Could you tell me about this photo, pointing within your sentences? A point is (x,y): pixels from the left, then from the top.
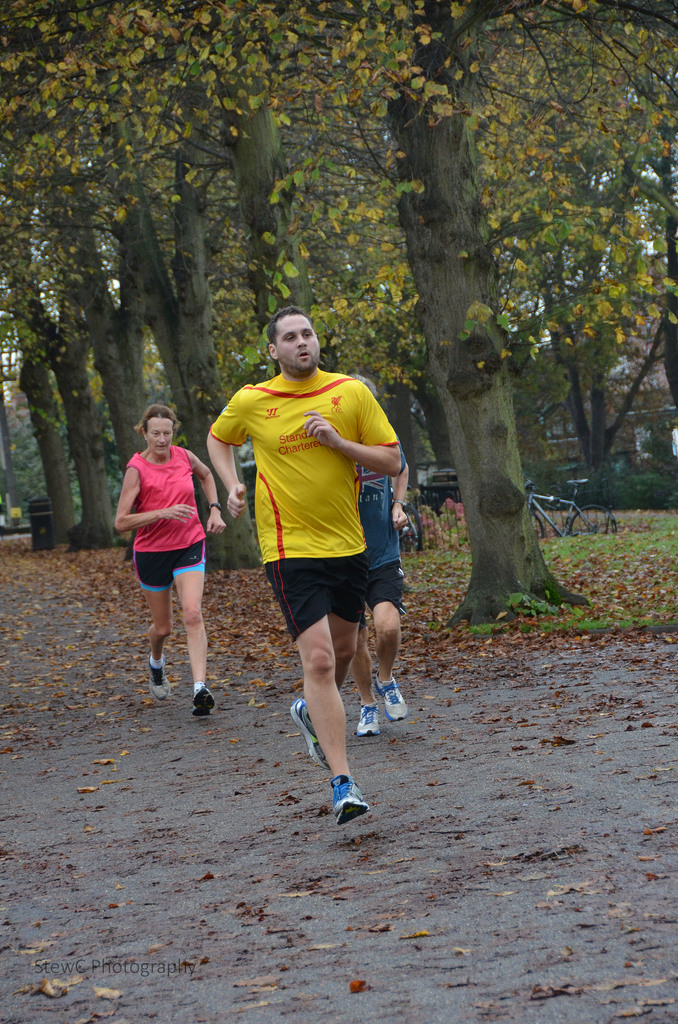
As we can see three persons (280,500) are running in the image. The man (274,466) wearing yellow t-shirt (281,455) and black short (294,570) with blue shoes (342,802), women (179,510) wearing pink shirt (173,501) and black shorts (155,570) and shoes (206,693). There are many trees (339,114) around and a bicycle (557,501).
